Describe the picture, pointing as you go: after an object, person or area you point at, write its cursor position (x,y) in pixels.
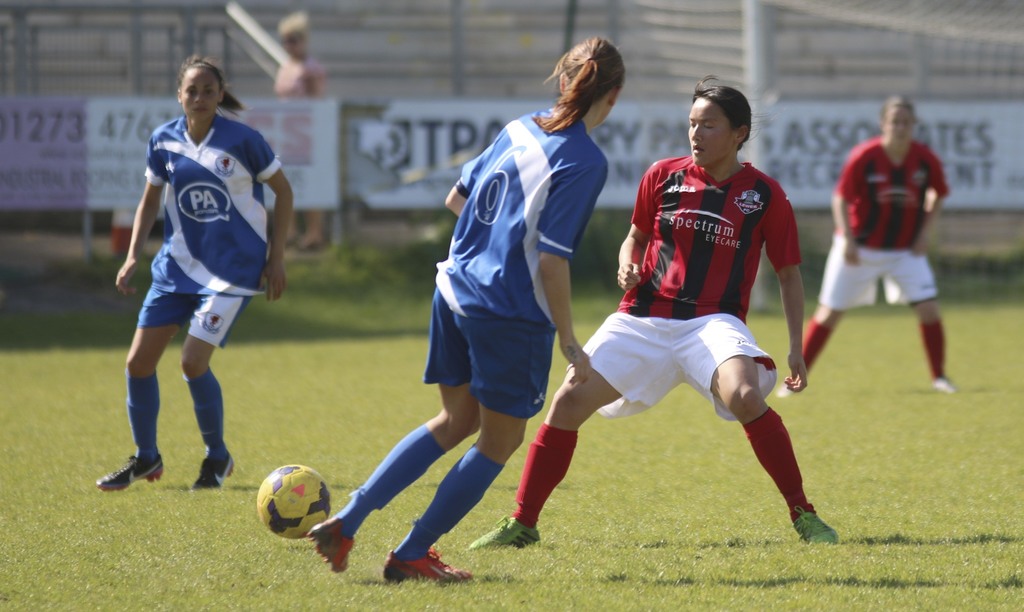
These 2 persons (456,304) are running as there is a leg movement. Beside this woman (478,444) there is a ball (299,488). This 2 persons (222,260) are standing on grass (311,437). Far there are banners (133,154) in white color.
